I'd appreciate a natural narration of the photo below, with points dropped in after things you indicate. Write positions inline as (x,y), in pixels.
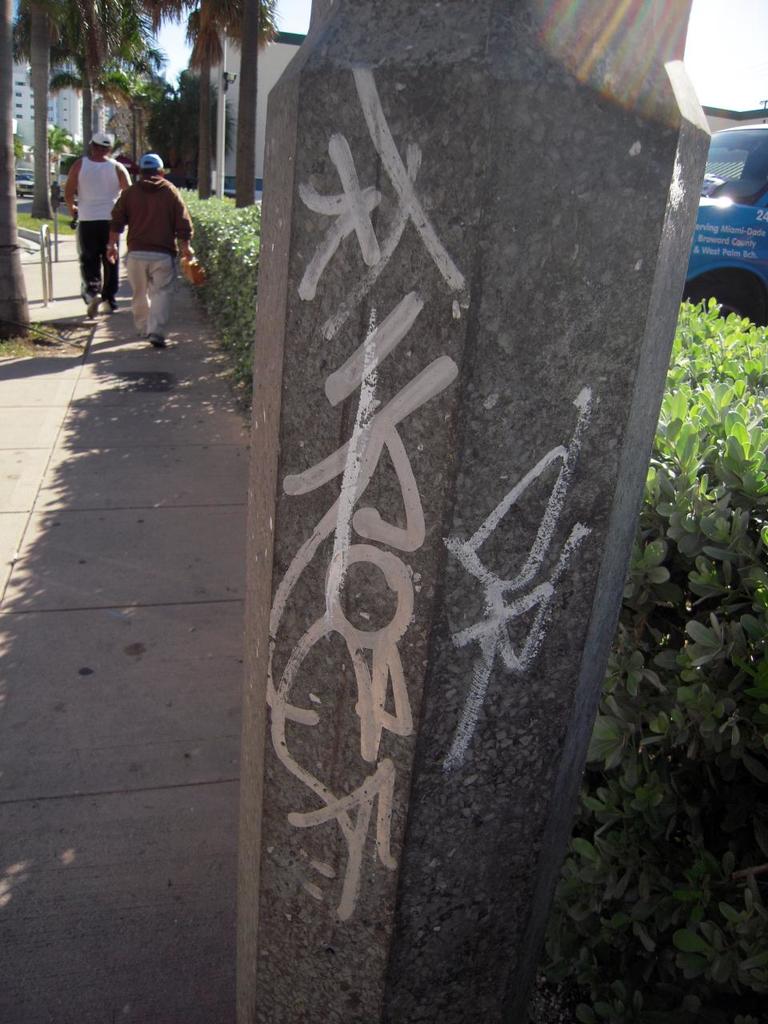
In this picture I can see a pole (418,997), there are two persons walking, there are vehicles (713,220), there are plants (579,879) and trees (47,70).
